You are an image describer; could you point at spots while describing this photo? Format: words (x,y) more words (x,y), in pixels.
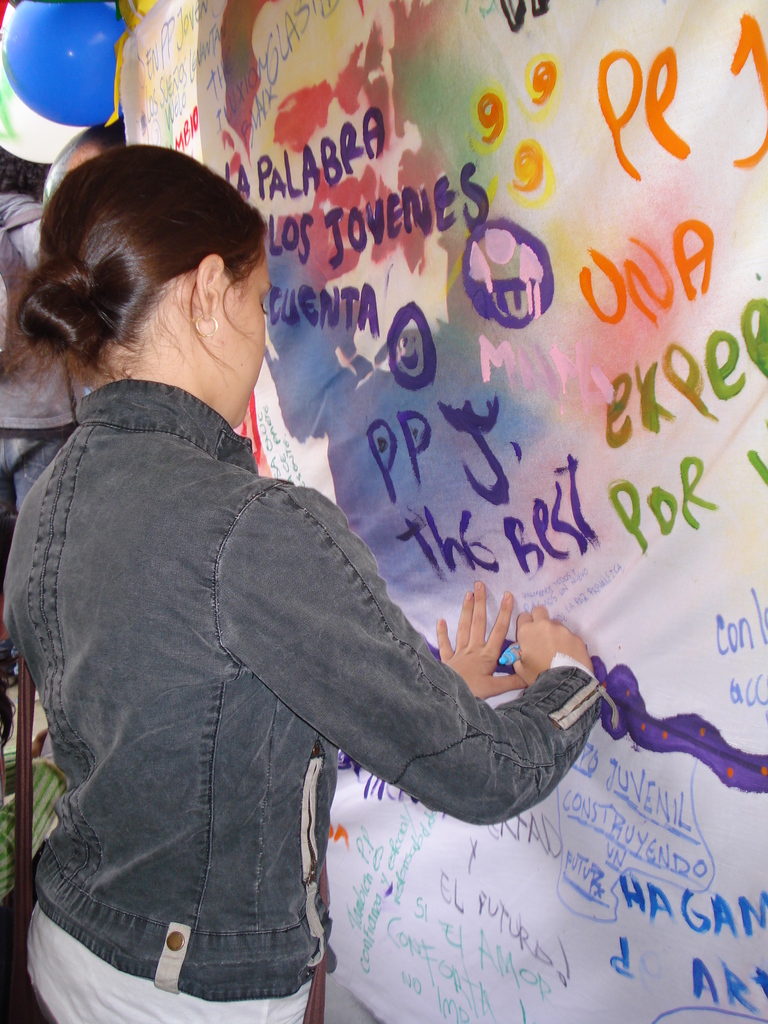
In this image we can see a person (193,690) wearing black color jacket (186,746) writing something with the help of pen (509,656) to the cloth (568,444) which is at the background of the image (314,149) and there are some words (436,206) written to the cloth (516,492).
